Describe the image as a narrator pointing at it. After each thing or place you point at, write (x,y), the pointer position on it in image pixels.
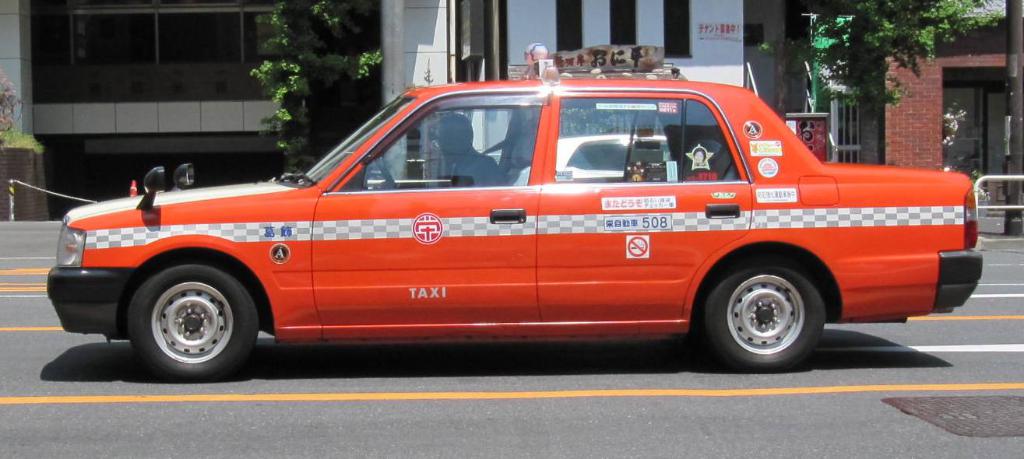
In this image I can see in the middle (355,279) there is a car (548,283) in orange color. At the back side (718,36) there are buildings (404,54) and trees (362,19).
